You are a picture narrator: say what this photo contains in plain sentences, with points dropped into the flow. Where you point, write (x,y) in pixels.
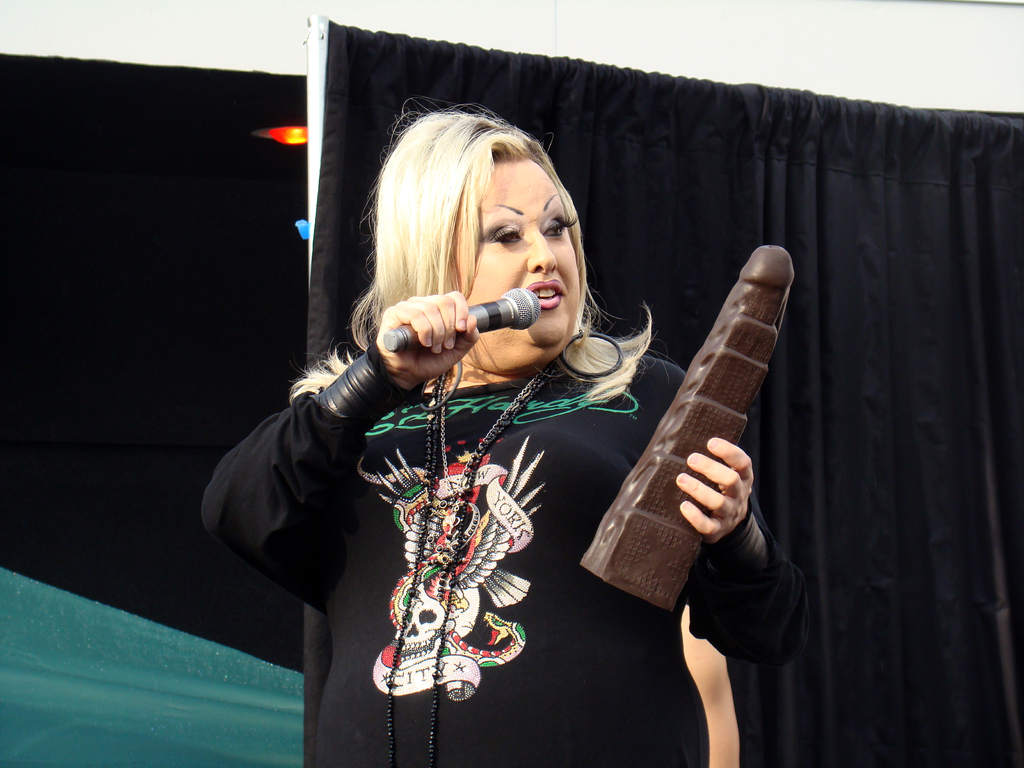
In the picture there is a woman (597,436) in black dress (467,589) holding a mic (510,309) and another object (710,404). In the background (927,370) there are black colored curtains (847,255). On the top (268,38) it is a wall (891,51) painted in white.
